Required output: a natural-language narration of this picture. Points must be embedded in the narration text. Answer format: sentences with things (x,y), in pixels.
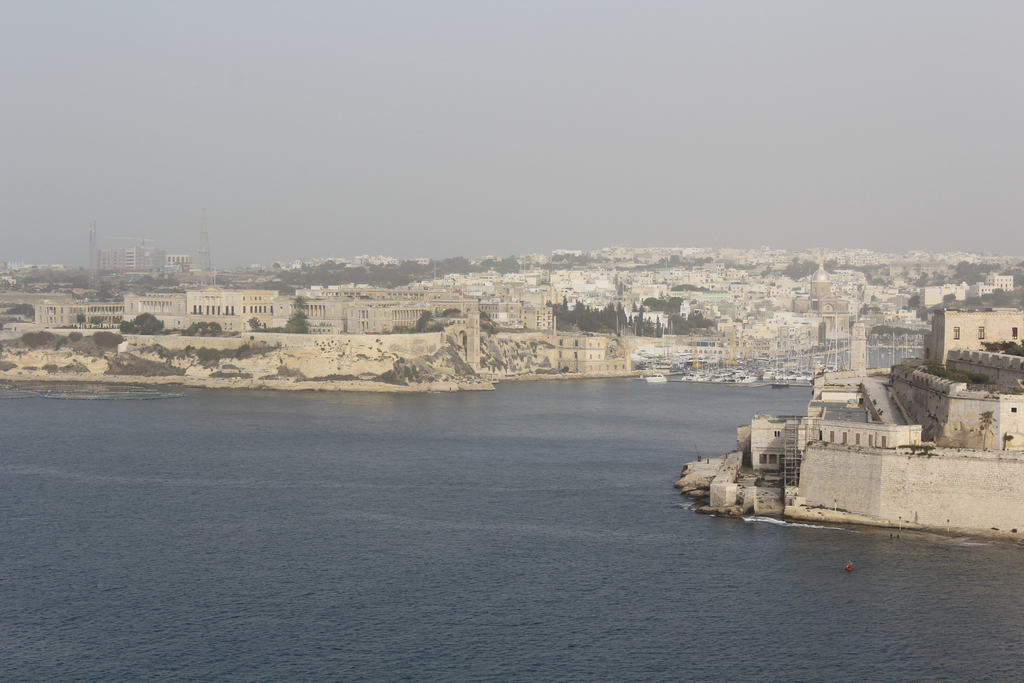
This picture is clicked outside. In the foreground (498,546) we can see a water body (493,488) and we can see the buildings (887,482). In the background (703,138) we can see the sky (571,177), trees (1010,296), buildings (771,310) and many other objects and we can see there are some objects (662,381) in the water body (654,524) which seems to be the boats (696,378).
